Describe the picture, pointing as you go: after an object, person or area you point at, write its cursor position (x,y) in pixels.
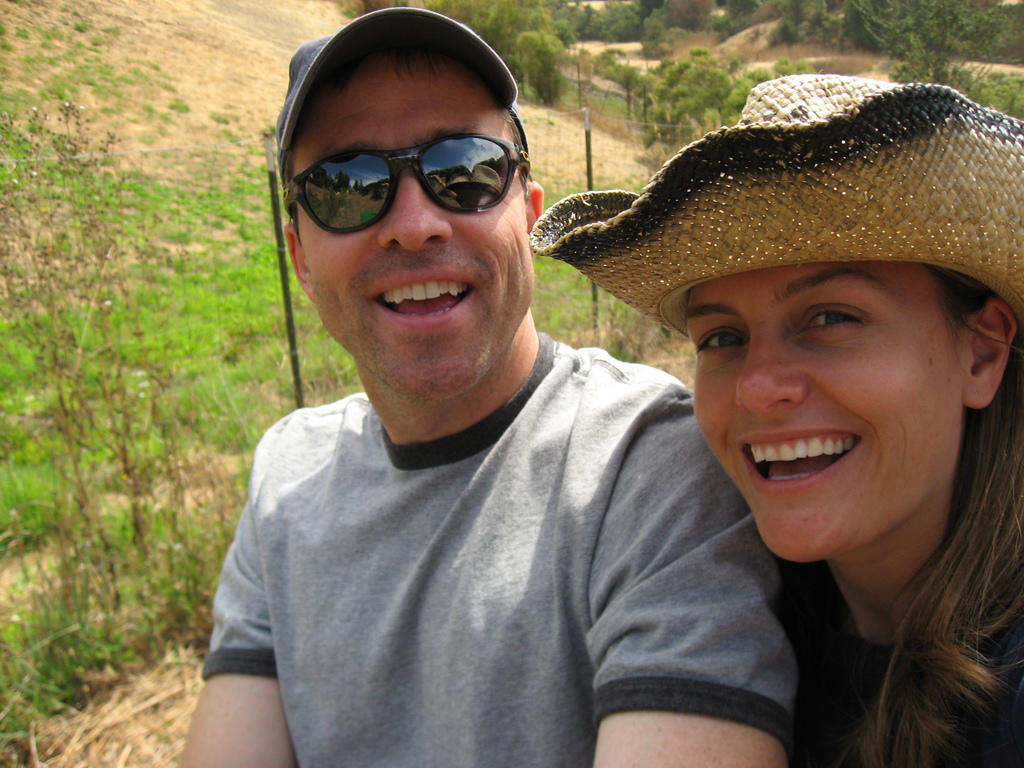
In this there is a lady (920,529) and a man (570,437) standing wearing hats (754,206) men (483,158) is wearing glasses (429,172), in the background (151,297) there are trees (896,2) and grassland (155,243).
